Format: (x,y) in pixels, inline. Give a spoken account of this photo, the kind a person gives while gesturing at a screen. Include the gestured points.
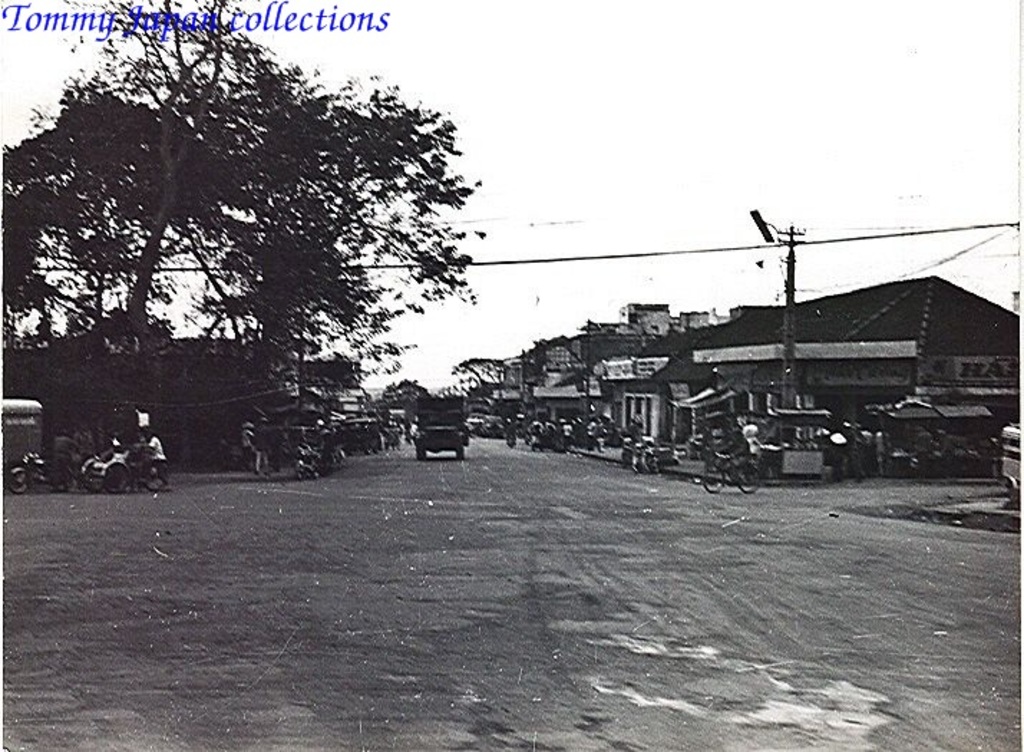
It is a black and white image. In this image we can see the houses (756,326), electrical poles (759,226) with wires (899,236). We can also see the trees (209,170), people (742,428) and also the vehicles (436,456) passing on the road (539,586). In the top left corner (211,33) we can see the text (62,22).
